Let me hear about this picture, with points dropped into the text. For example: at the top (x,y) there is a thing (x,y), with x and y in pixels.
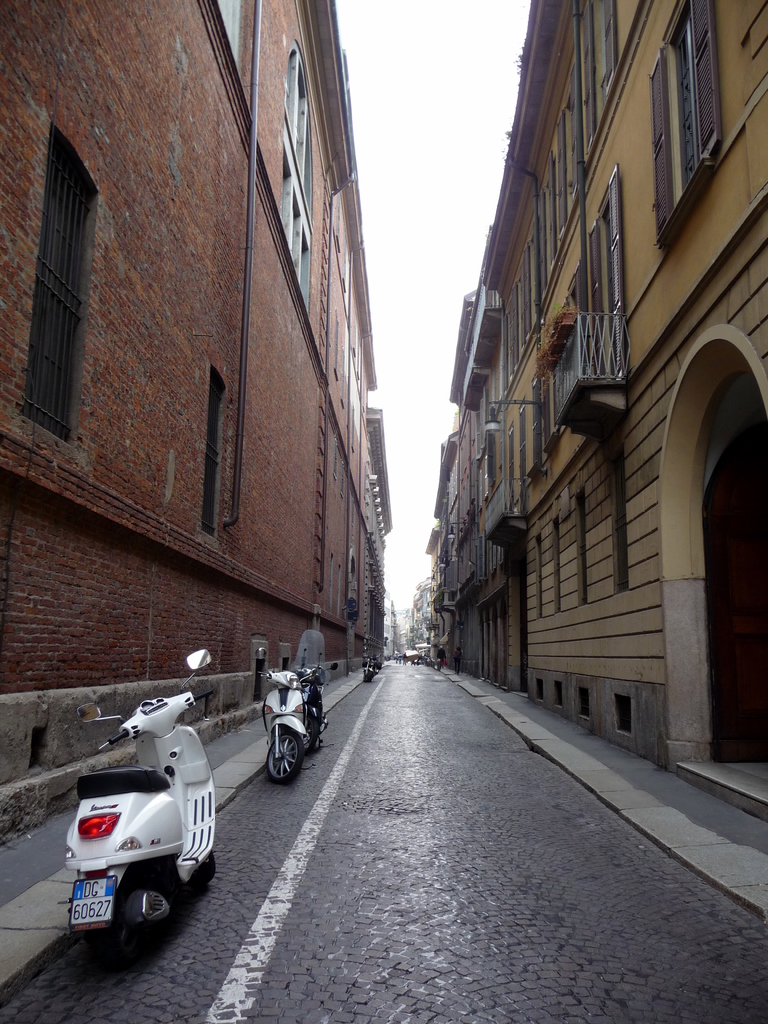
In this image there are vehicles (153,864) parked on the road (362,724), on the either side of the road (358,755) there are buildings (651,519).
